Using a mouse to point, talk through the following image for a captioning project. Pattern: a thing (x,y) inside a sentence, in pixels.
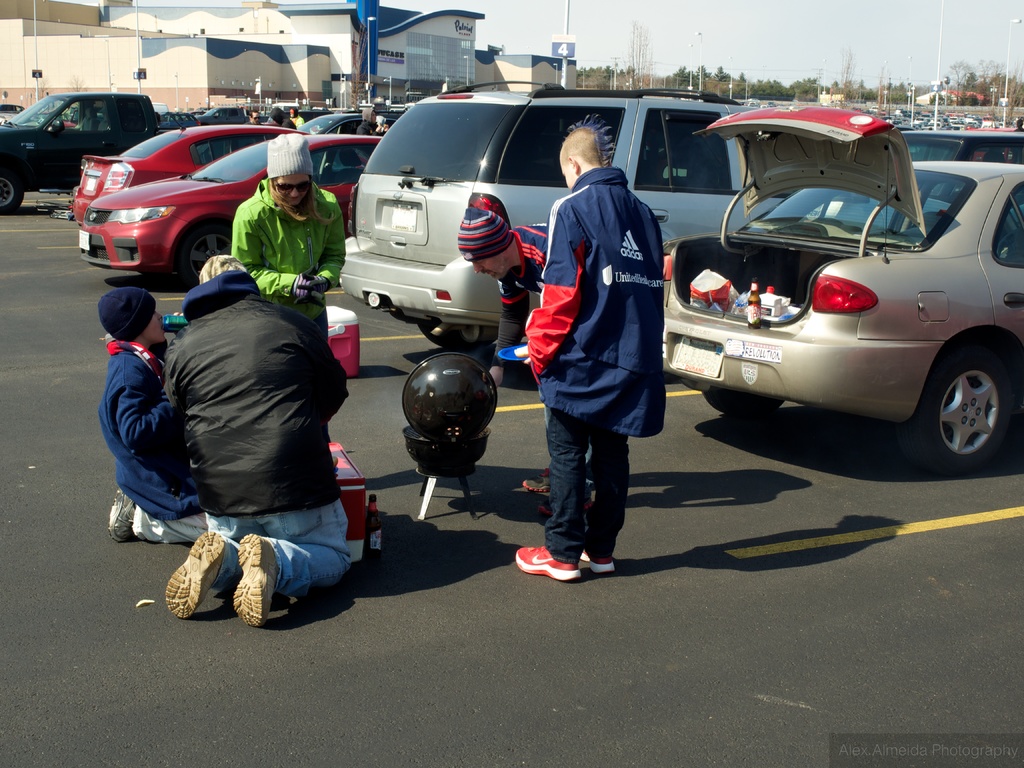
In this image we can see people (139,492). In the center (466,497) there is a charcoal grill (463,460). At the bottom (437,673) there is a road (724,679) and we can see vehicles (800,206) on the road (797,511). In the background (367,79) there are trees (728,81), buildings (446,62), poles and sky (725,63).
